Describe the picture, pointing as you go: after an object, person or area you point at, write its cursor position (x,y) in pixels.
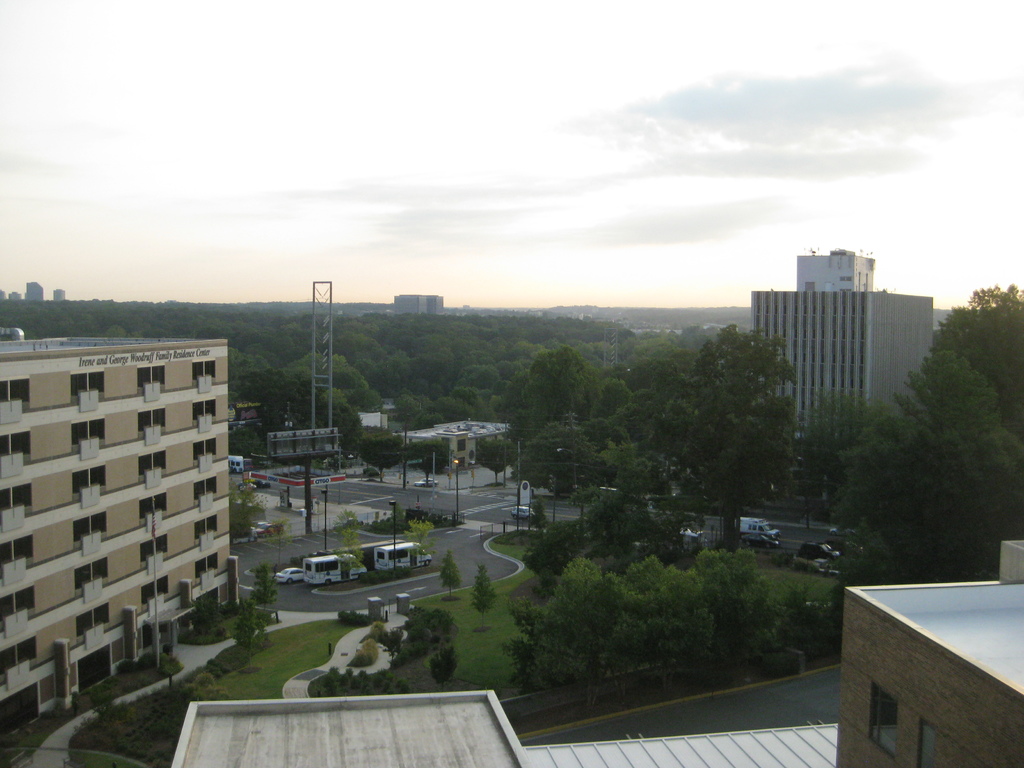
In this picture there are buildings (688,740) and trees (879,555) and there are vehicles (744,520) on the road (700,524) and there are poles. On the left side of the image (118,352) there is text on the building (123,470). At the top (334,95) there is sky (400,1) and there are clouds (404,199). At the bottom (418,596) there is a road (335,601) and there is grass (484,641).
